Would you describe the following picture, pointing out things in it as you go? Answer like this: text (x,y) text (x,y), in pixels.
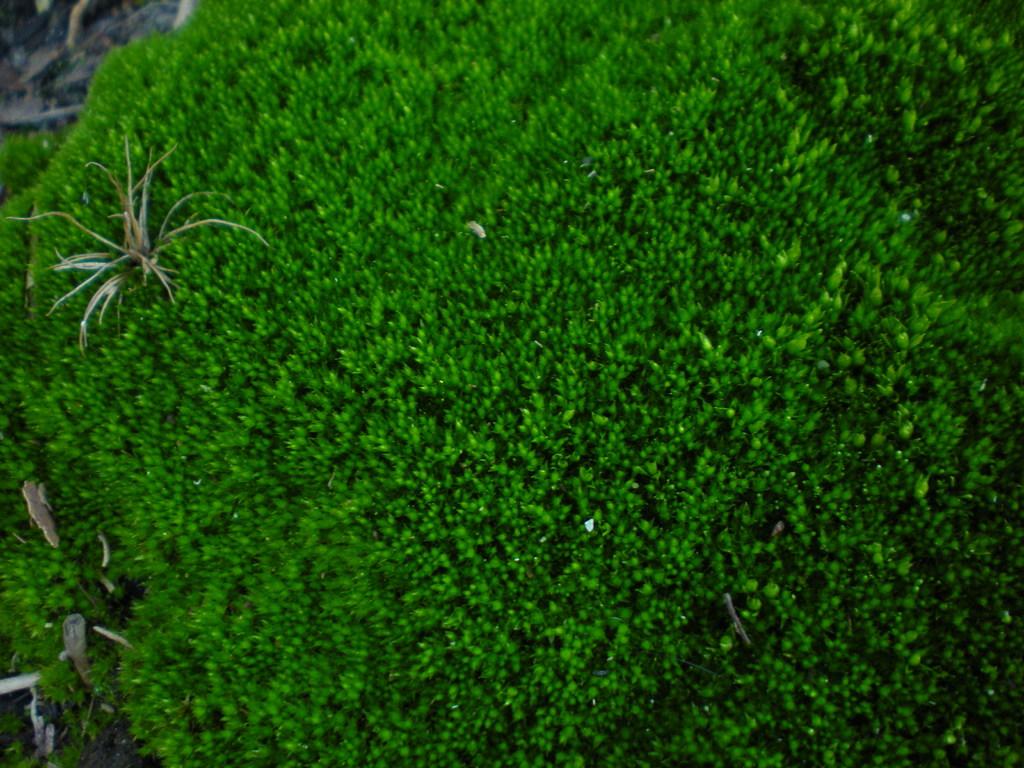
In this picture we can see plants (459,485) on the ground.
